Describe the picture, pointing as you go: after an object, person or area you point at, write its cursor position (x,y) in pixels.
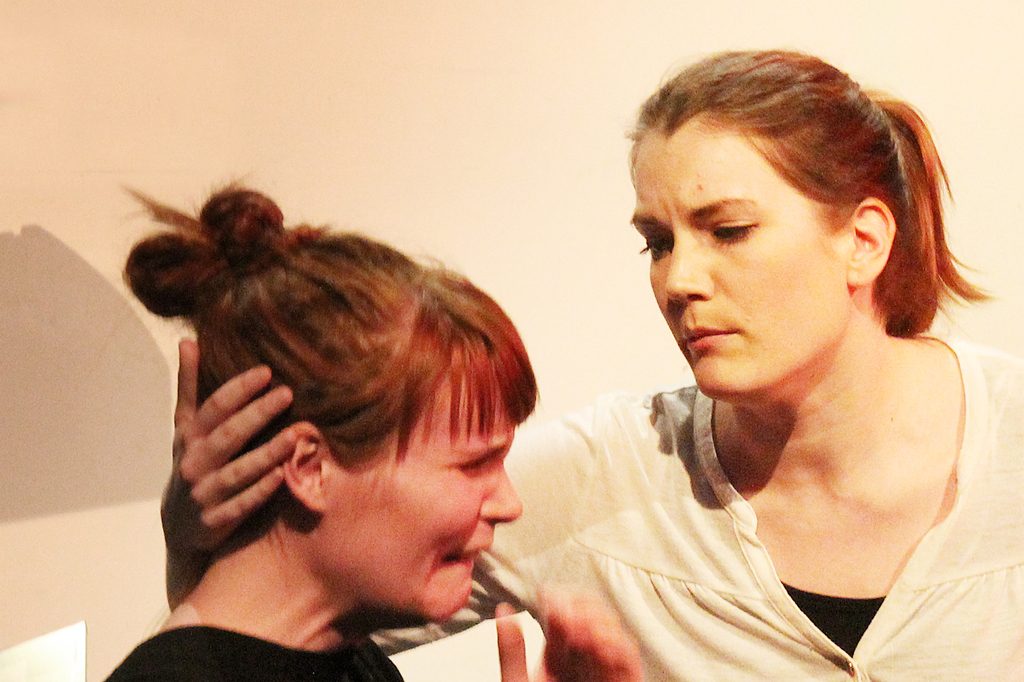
This picture is taken inside the room (87,454). In this image, on the right side (797,587), we can see a woman (720,408) wearing white color shirt (640,540) and holding the head (316,274) of the another woman (220,283). On the left side (221,546), we can also see another woman (188,650) wearing black color dress (236,650). In the background (14,411), we can see a wall (14,411).
